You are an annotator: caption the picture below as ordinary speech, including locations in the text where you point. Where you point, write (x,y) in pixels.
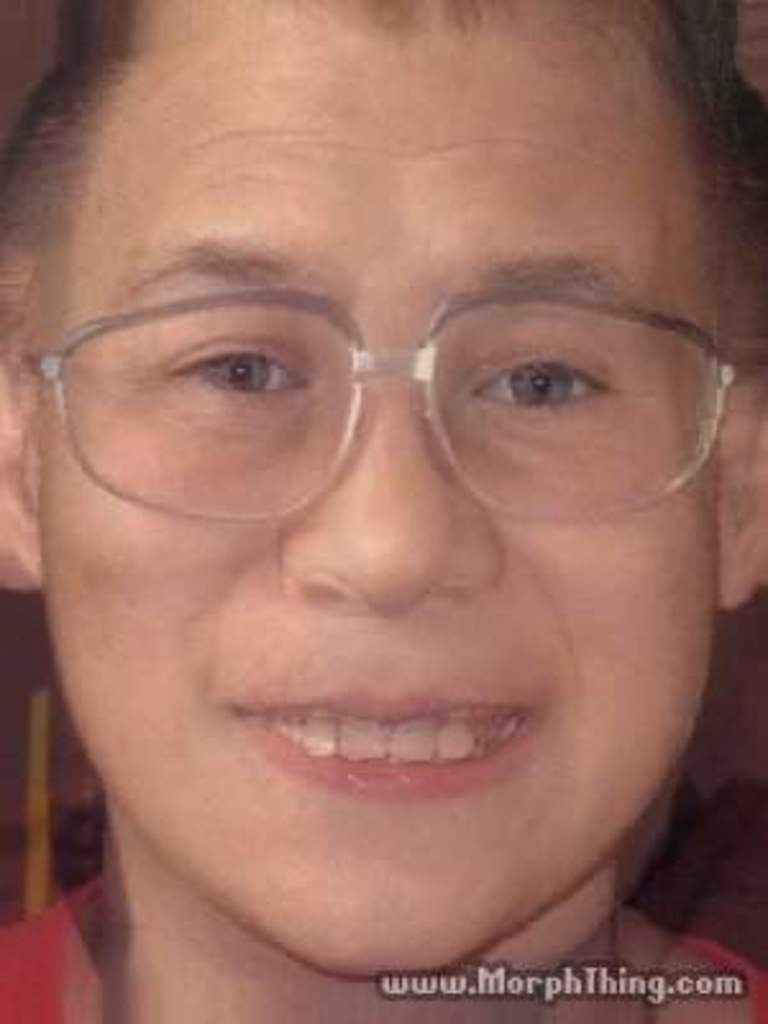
In this picture we can see a person (424,817) and in the bottom right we can see some text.
